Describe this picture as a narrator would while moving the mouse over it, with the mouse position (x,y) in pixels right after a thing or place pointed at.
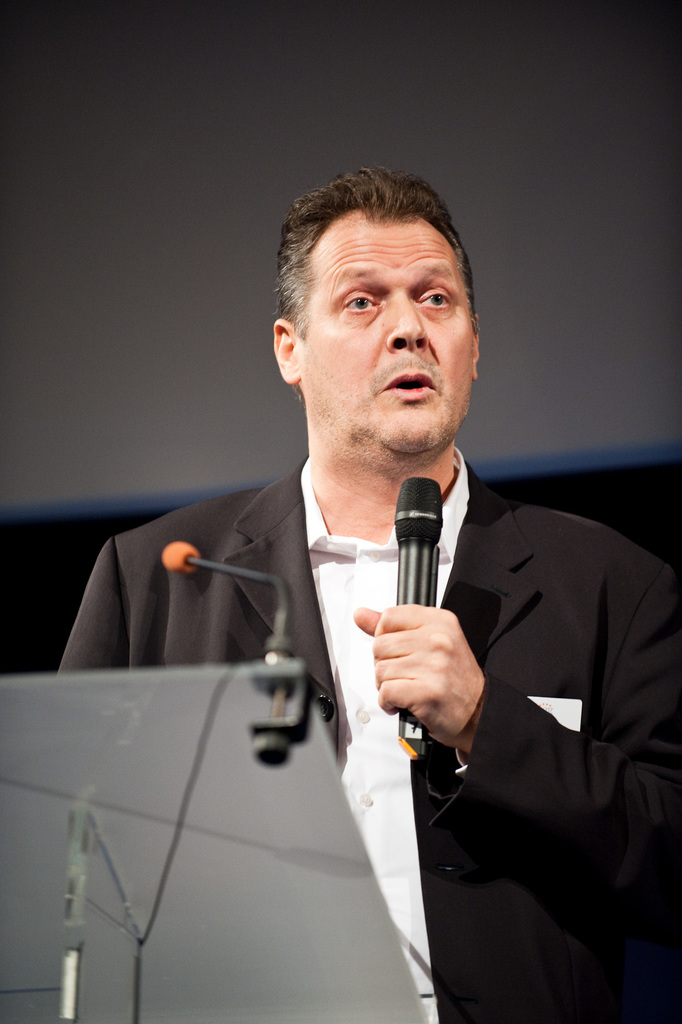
As we can see in the image, there is a man (462,523) wearing black color jacket (562,625) and talking on mike (407,507).
